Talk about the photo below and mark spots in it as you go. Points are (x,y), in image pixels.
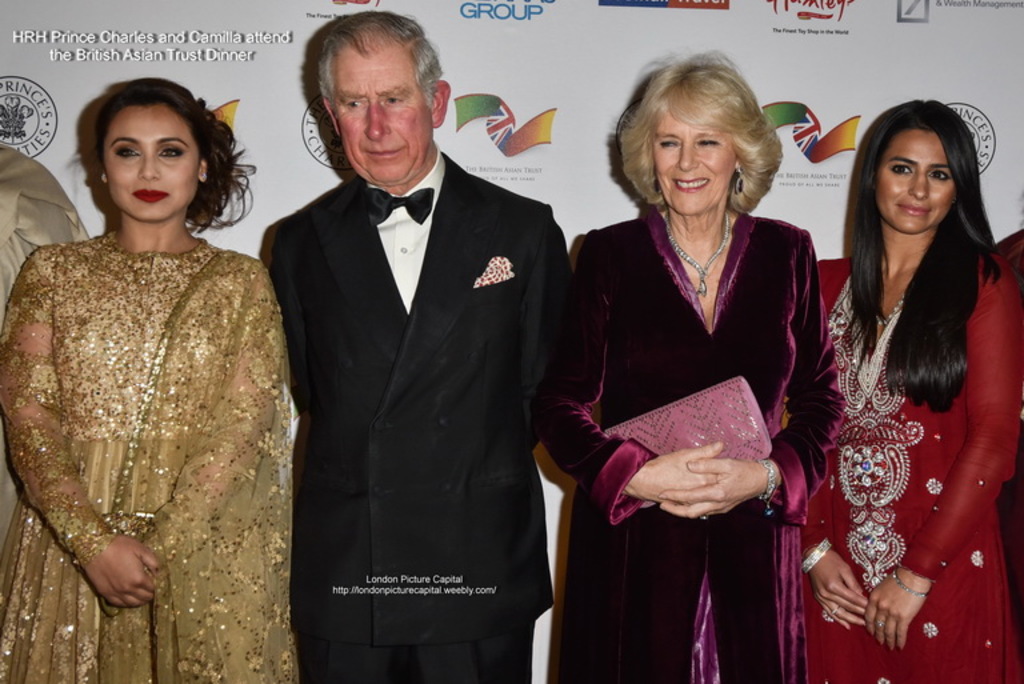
In this image we can see a few people (408,376) standing and smiling, among them one person (608,562) is holding an object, in the background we can see a poster (542,196) with some images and text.
